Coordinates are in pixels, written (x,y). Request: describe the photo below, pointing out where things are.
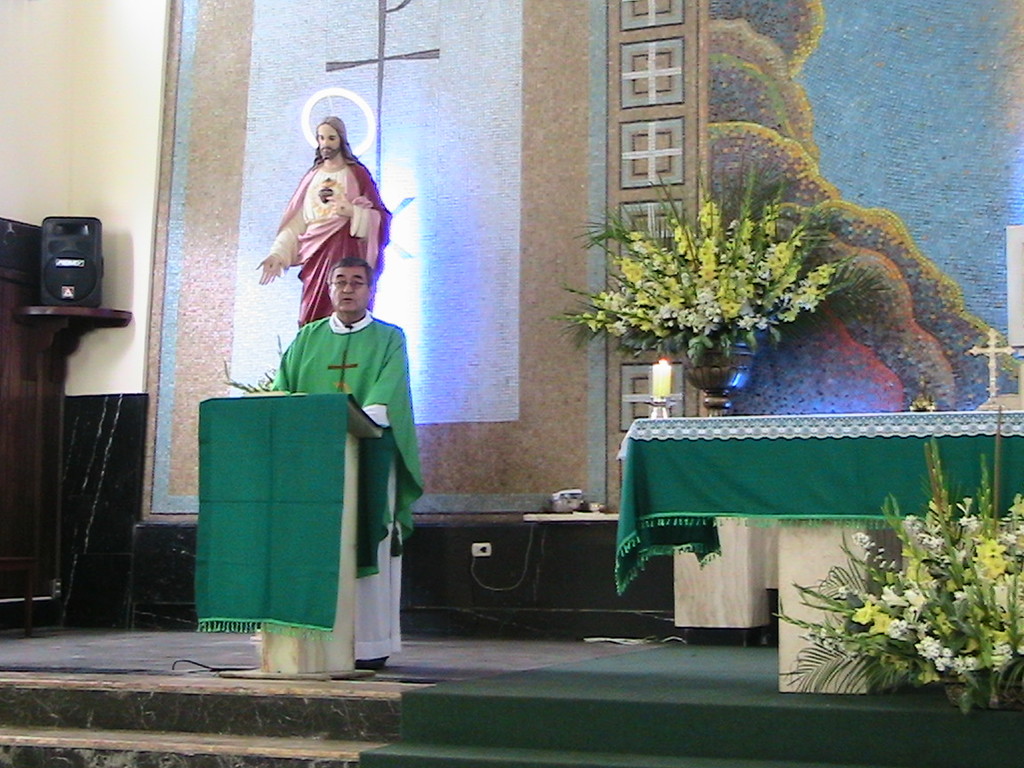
In the image there is a person (360,325) in green dress (319,322) standing in front of dais (297,649) on a stage (774,762) with a table (791,509). flower pot (747,342), candle stand (656,405) and a statue (335,262) behind him in front of the wall (468,95), on the left side (58,264) there is a speaker (79,225) with table (71,330).
